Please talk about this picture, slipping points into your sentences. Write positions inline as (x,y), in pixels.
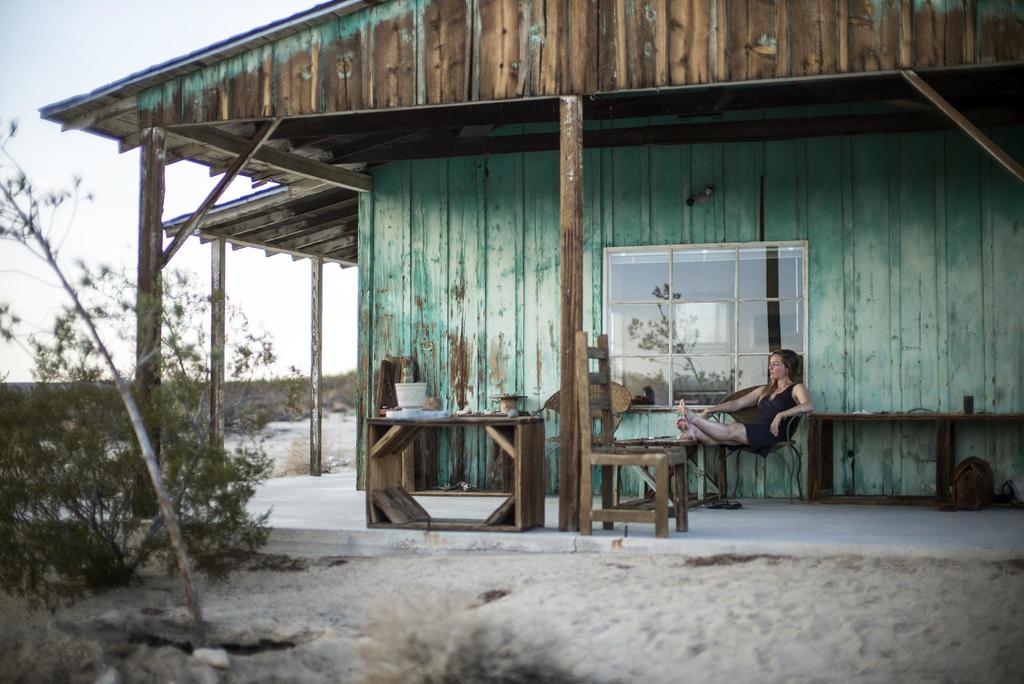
At the top (145,6) we can see sky (108,35). This is a house (619,343) with window (708,348). Here we can see a woman (780,363) sitting on a chair (764,397) in front of a table (399,437) and on the table (385,441) we can see a pot (398,386). This is a plant (138,461). We can see sand (696,617) here.
